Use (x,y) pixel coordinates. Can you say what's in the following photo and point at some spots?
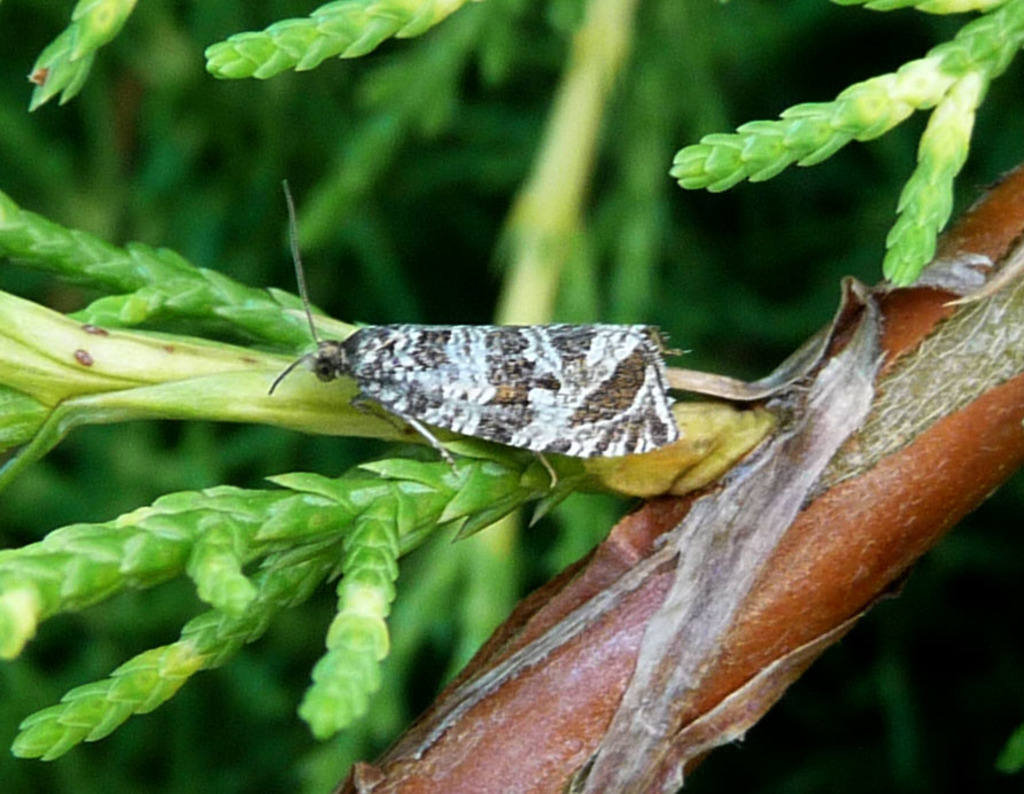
Here I can see few stems (746,470) along with the leaves (357,12). In the middle of the image (502,347) there is an insect (475,356) on a stem (344,387). It is facing towards the left side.
